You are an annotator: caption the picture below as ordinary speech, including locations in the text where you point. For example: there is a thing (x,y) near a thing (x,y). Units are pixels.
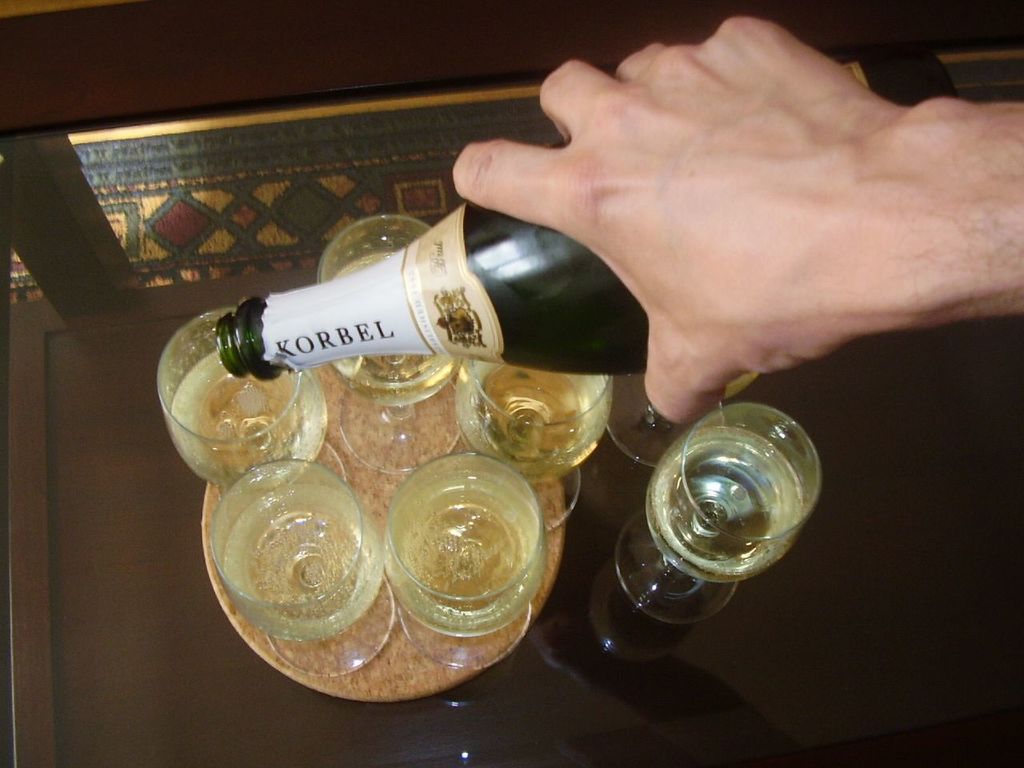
In the center of the image (605,508) there is a table (23,50). On the table (34,138) we can see plate (336,680) and glasses of champagne (258,448) are there. On the right side of the image (752,142) we can see a person hand (774,234) and holding champagne bottle (441,305). In the background of the image (298,184) there is a rug (228,217).
